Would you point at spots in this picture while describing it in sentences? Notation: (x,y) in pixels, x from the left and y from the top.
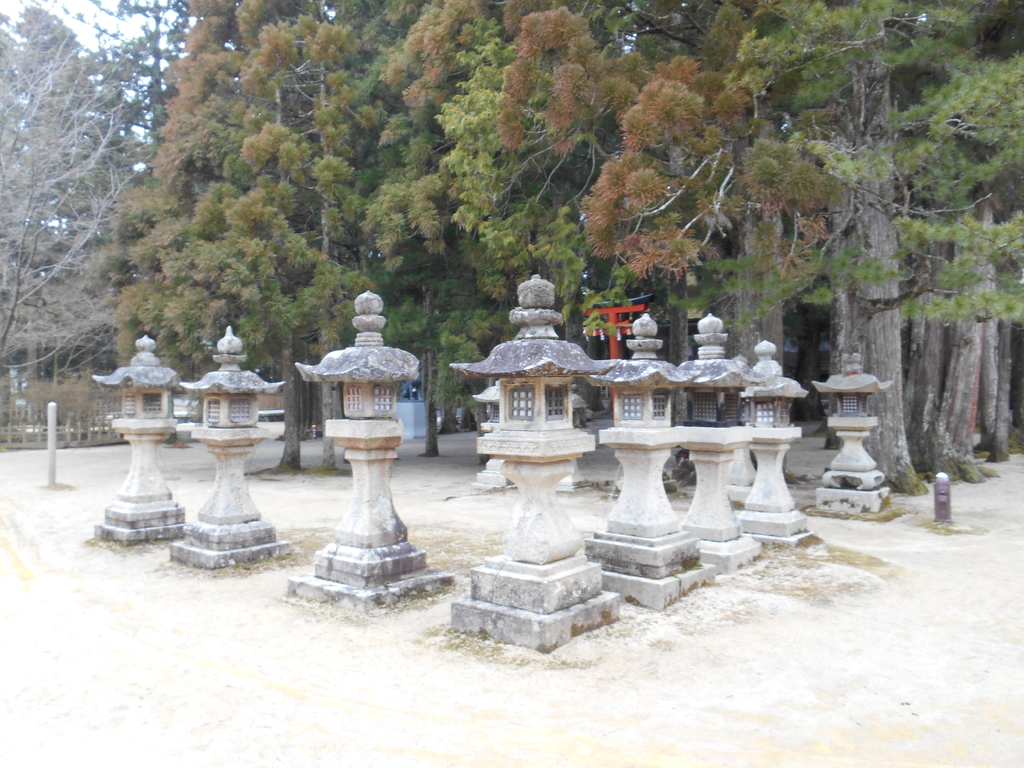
In this image I can see few pillars (641,418), trees (444,179) in green color and the sky (96,37) is in white color.
